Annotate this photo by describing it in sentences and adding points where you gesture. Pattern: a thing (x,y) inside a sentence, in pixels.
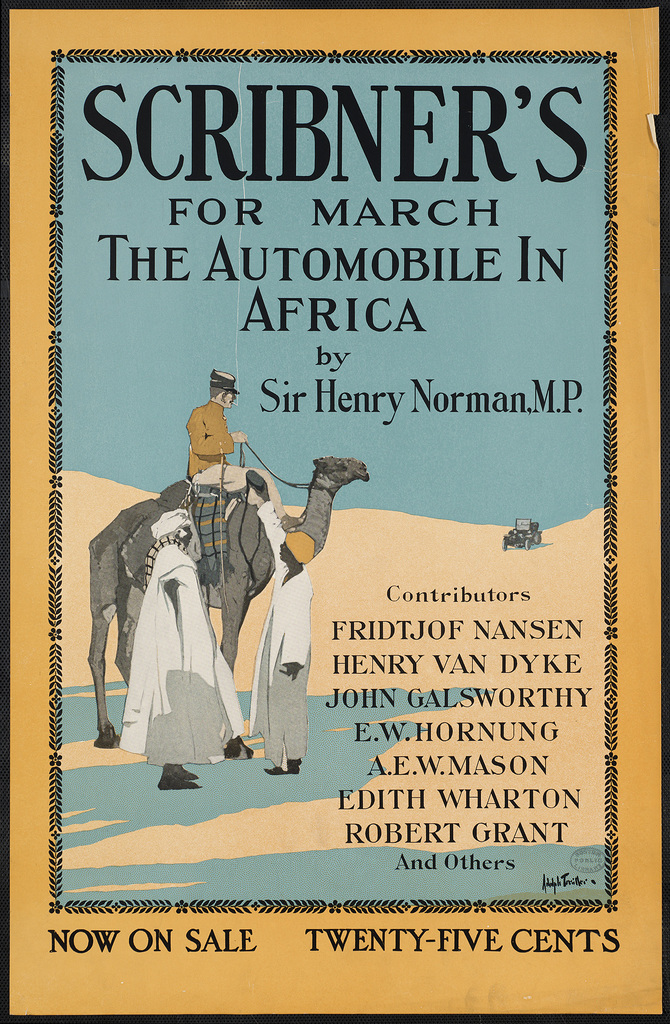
Here we can see a poster (355,534) and on it we can see the cartoon images (189,677) of two persons (190,744) standing on the sand (230,764) and a person (241,479) sitting on the camel (141,563) and there is a vehicle (525,530) on the sand (488,531) and this is sky (373,455) and we can also see some texts (360,205) written on it.
